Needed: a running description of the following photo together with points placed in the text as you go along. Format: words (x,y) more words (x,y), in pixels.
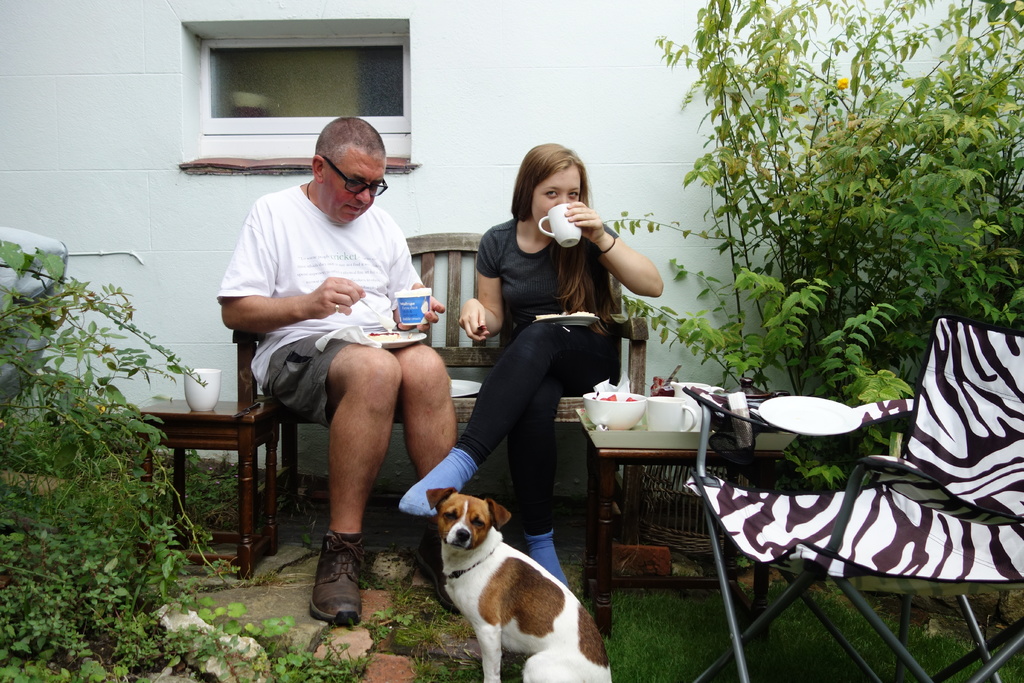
This image is clicked in a garden (122,376). There are two persons (548,481) in this image. To the left (339,256), the man (312,318) is sitting and wearing a white shirt (312,226). To the right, the woman (573,329) is sitting and wearing a black dress (542,269). There is a plant (69,568), in the bottom left (94,533). In the background (89,38), there is a wall (436,97) and ventilator (354,81). To the right (1001,441), there is a chair (885,487).
